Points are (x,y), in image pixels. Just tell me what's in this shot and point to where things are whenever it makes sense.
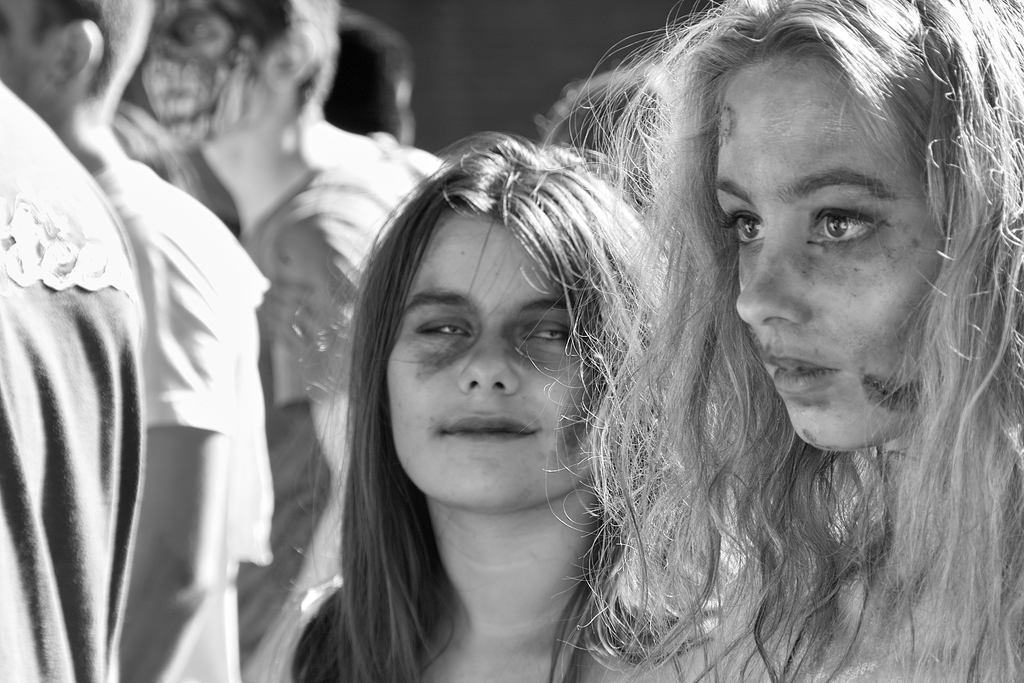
This is a black and white picture. Here we can see people (390,460).
